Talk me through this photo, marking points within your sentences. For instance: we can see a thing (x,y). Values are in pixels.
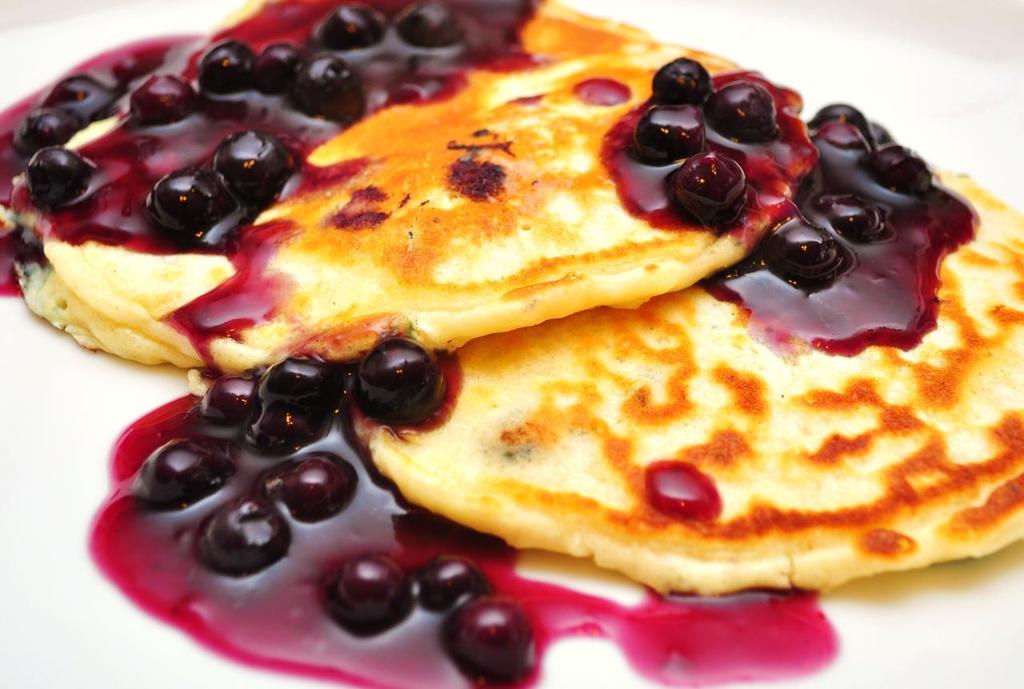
In this image, I can see two pancakes (630,458) with the blueberry jam (277,180). The background (1003,154) looks white in color.
